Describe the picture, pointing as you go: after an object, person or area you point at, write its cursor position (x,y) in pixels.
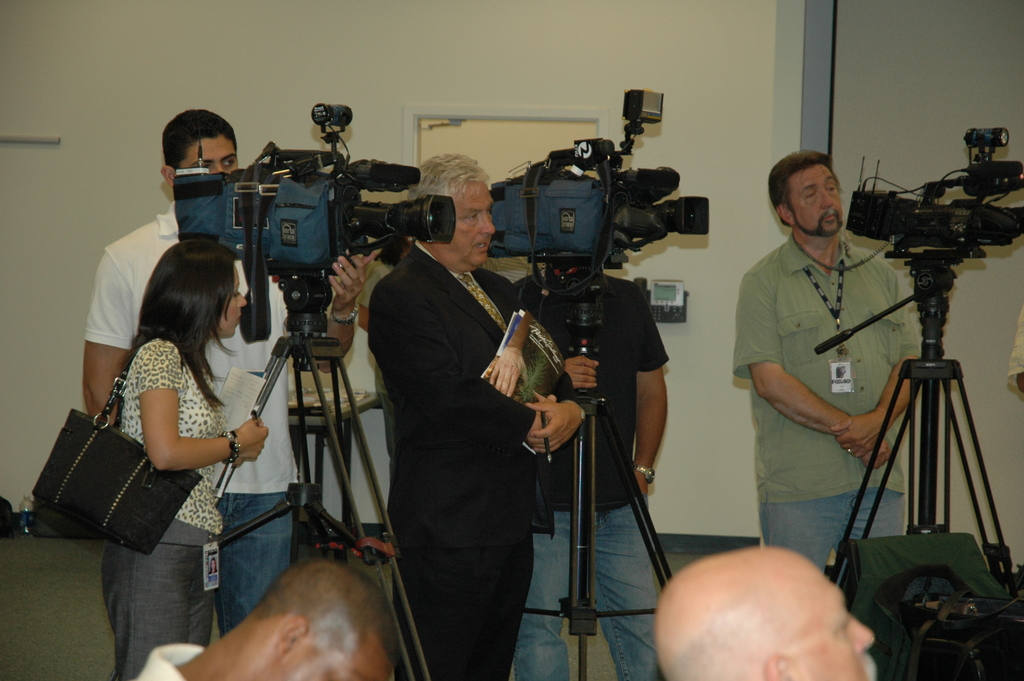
In this image I can see few people (417,274) standing and few are holding cameras (312,170). One person (519,420) is holding books (545,337). Back I can see a door (490,153) and wall (318,69).
